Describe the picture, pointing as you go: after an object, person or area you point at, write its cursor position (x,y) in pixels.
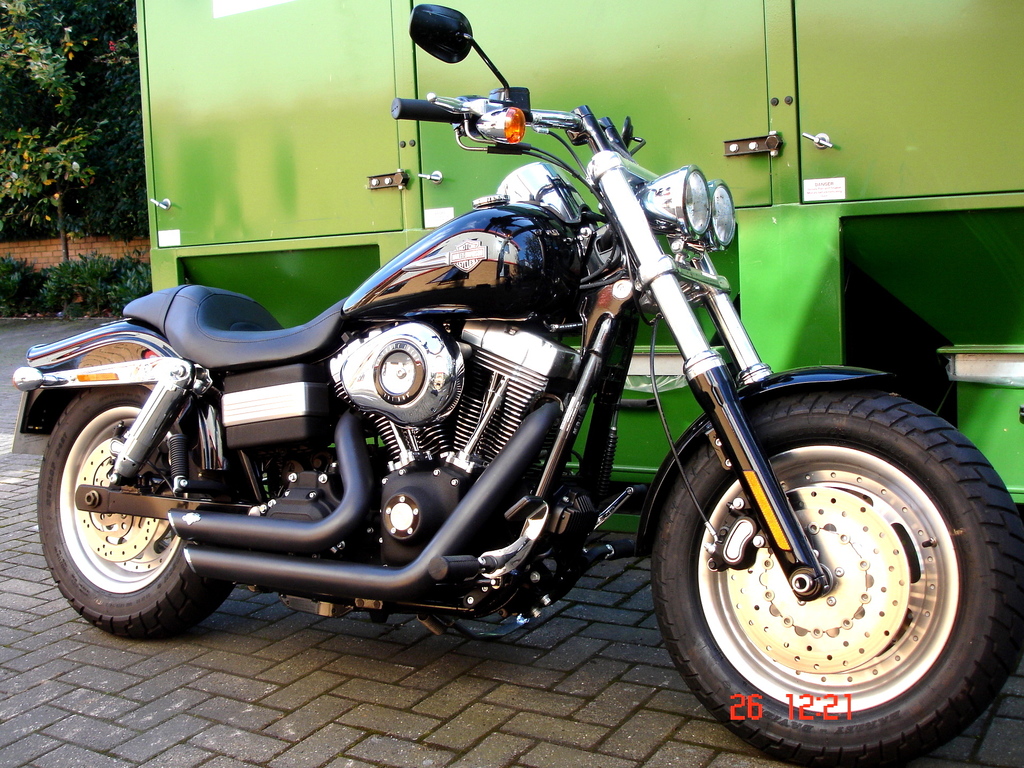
In the foreground of the picture (217,399), on the pavement (488,663) there is a bike (444,404), beside the bike (266,335) there is a vehicle (804,201). At the top left (58,231) there are plants (82,289), wall (49,252) and trees (70,141).
